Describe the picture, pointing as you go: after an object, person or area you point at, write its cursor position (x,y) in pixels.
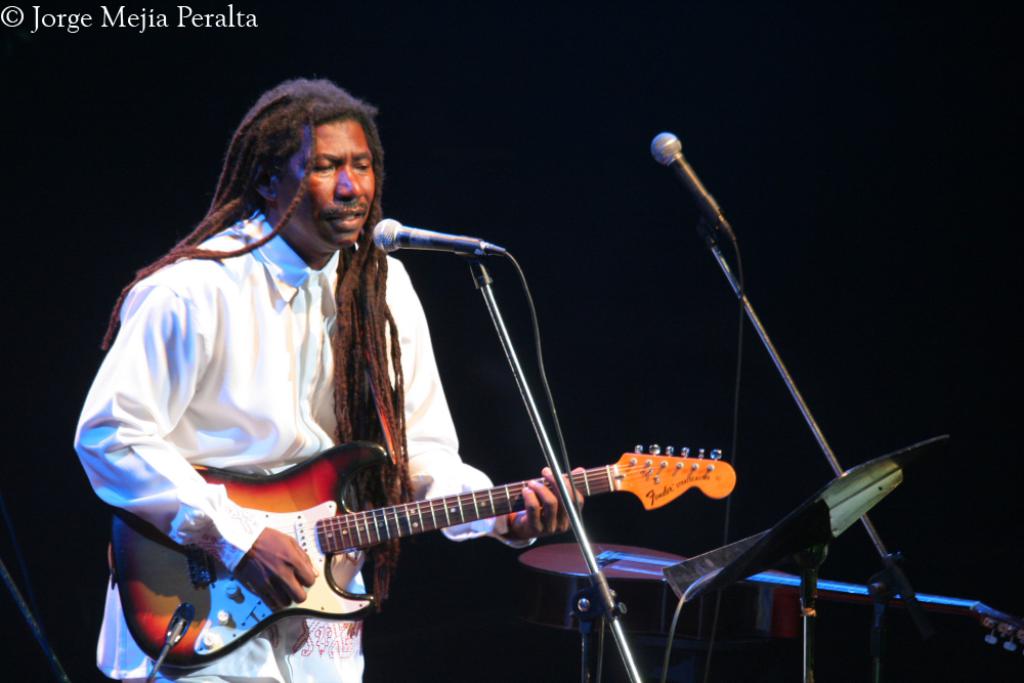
As we can see in the image there are two mics (443,250) and a man (301,192) dressed in white color and holding a guitar (234,612).
